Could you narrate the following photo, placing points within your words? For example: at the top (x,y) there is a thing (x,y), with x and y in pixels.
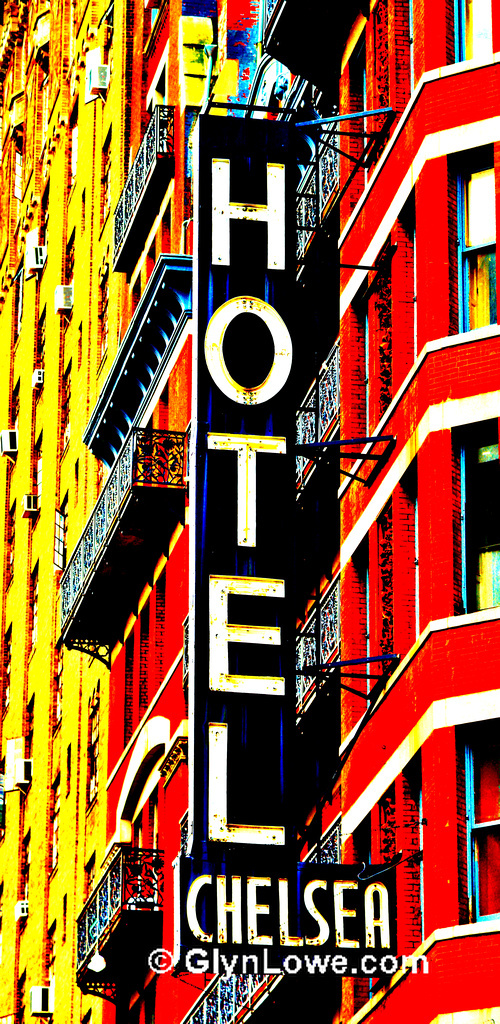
In this image I can see a building (25,469), windows (487,533), railing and boards (268,775) are attached to it. It is in yellow and red color.
